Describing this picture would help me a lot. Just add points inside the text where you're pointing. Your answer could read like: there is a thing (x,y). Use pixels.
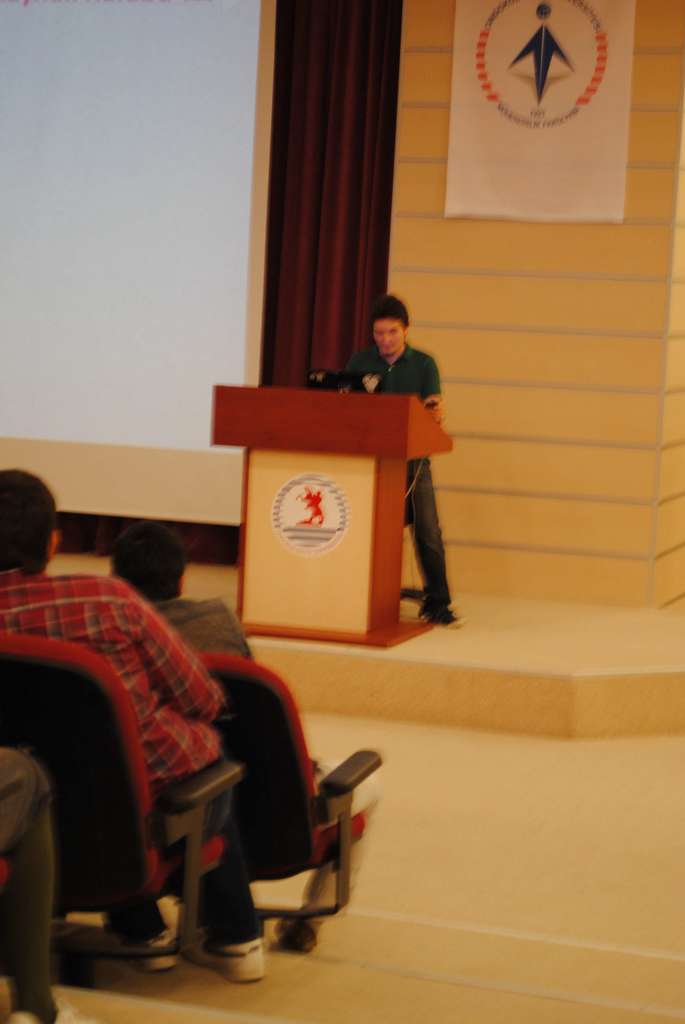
In this image in the center (425,537) there is one person (427,523) standing, in front of him there is a podium (319,428) it seems that he is talking. And on the left side (23,783) there are some persons (159,746) who are sitting on chairs (220,765), at the bottom (611,876) there is floor (514,610) and on the left side (165,205) there is a board (206,225), curtain (317,118) and in the center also there is one board (563,81).
